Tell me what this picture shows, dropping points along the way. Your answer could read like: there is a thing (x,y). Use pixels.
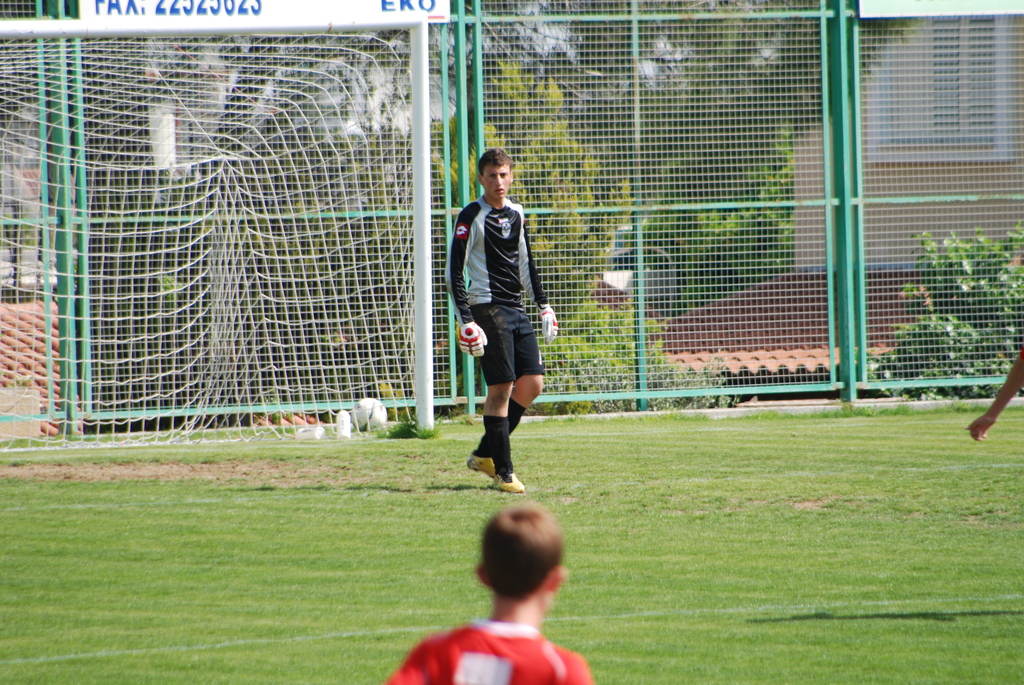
In this image I can see the ground (301,567), some grass (285,567) on the ground (297,570) and few persons (516,298) are standing on the ground (1007,433). In the background (643,307) I can see the metal fencing (658,182), a soccer goal post (350,152), few trees (325,163) and few buildings (941,231).
